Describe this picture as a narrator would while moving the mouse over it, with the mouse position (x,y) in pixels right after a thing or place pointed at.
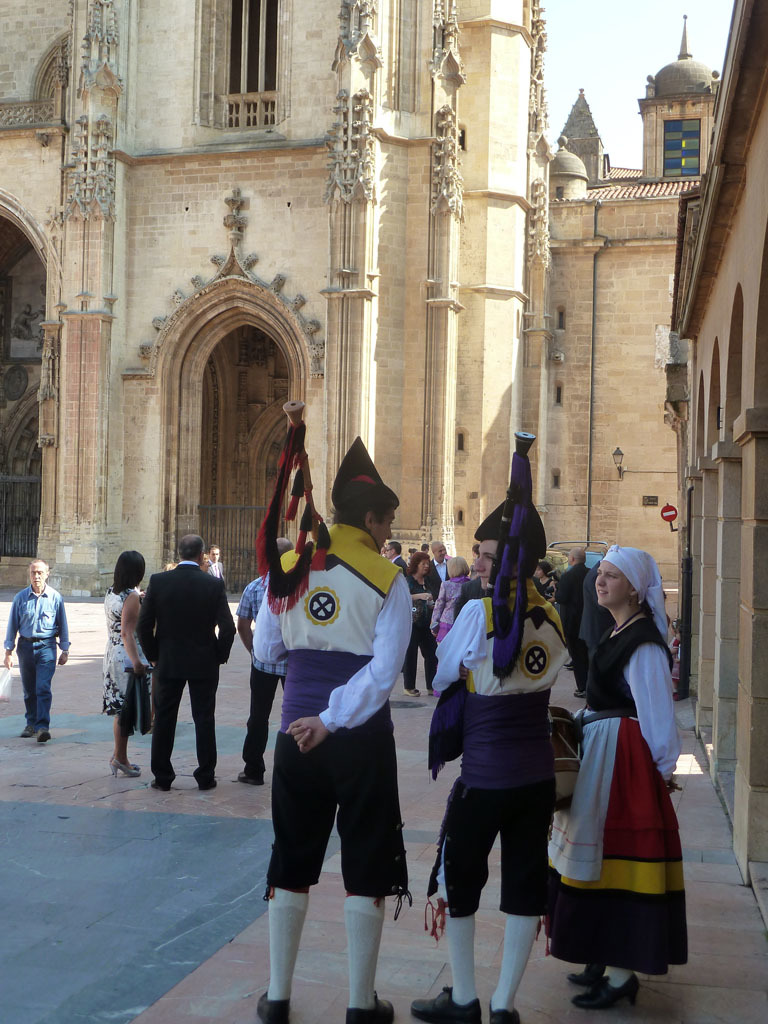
In this image we can see a crowd (499,785) standing on the floor (416,841) and some of them are holding bagpipes (303,437). In the background (498,323) we can see buildings (623,236) and sky (613,53).
